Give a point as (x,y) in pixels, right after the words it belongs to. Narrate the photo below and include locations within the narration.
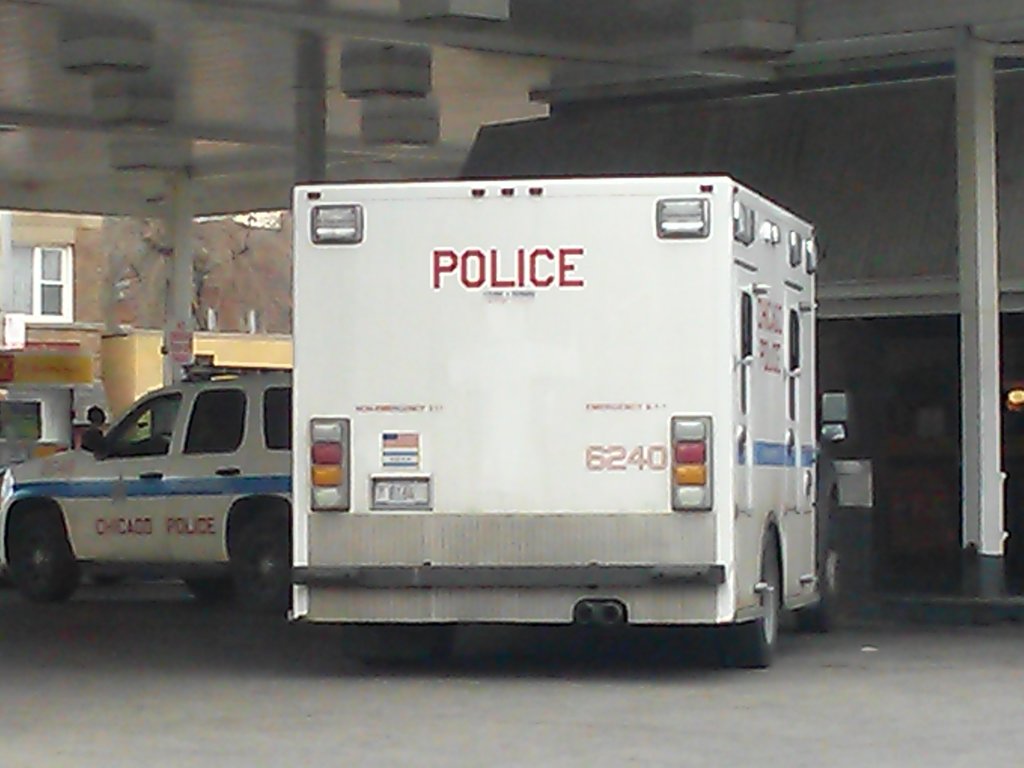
This image is taken outdoors. At the bottom of the image (315,685) there is a ground (368,680). At the top of the image (273,67) there is a roof (828,74). In the background (41,285) there is a wall (148,291) with a window (55,280). In the middle of the image (575,427) a truck (401,484) and a car (154,498) are parked on the ground (243,650). There is a text (143,524) on the vehicles (382,346).
